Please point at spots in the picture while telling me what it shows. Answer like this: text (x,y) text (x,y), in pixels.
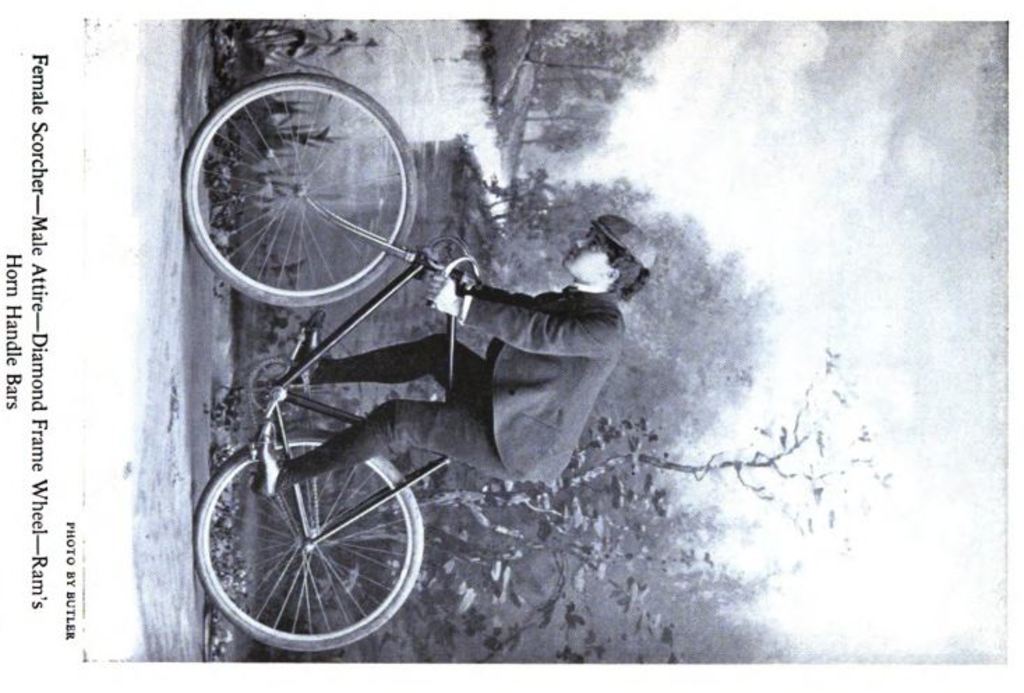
In this image I can see a poster (388,465) of a person (462,397) riding a bicycle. There are trees (634,606) and water (377,190) at the back (628,352) and some matter (33,553) is written on the left (41,53).
